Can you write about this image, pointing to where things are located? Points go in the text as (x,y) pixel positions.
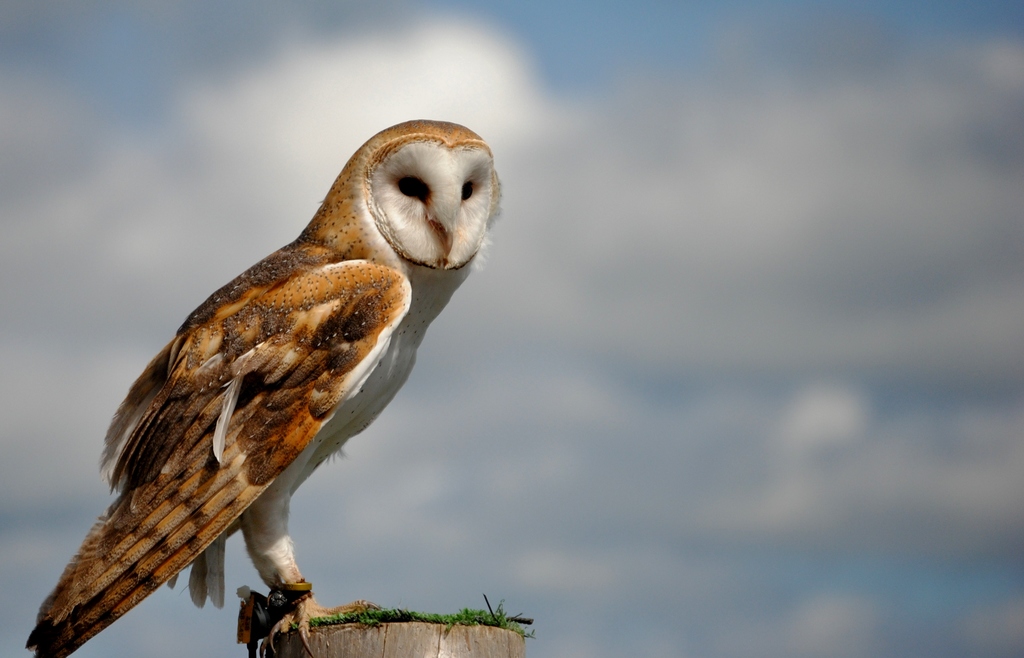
In this image in the foreground (343,325) there is one bird (288,535), on the wooden stick (356,639) and in the background (278,115) there is sky (57,315) and clouds (638,302).
